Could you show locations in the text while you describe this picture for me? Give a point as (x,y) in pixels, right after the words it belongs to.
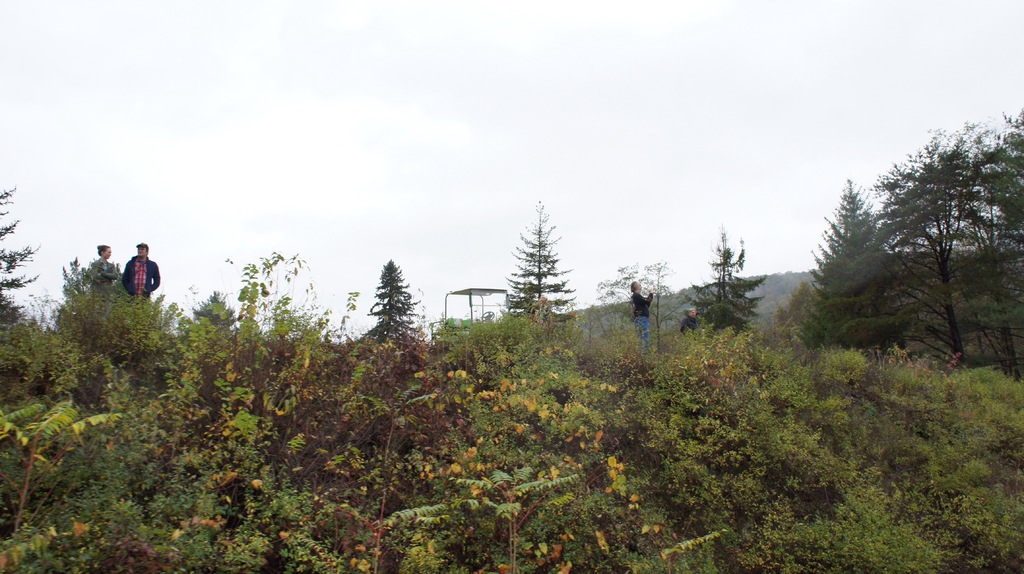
In this picture I can see there is a mountain (767,296) and there are few people (144,265) standing here on the mountain (621,394) and there are plants (616,330), trees (718,290) and the sky (504,186) is cloudy.
